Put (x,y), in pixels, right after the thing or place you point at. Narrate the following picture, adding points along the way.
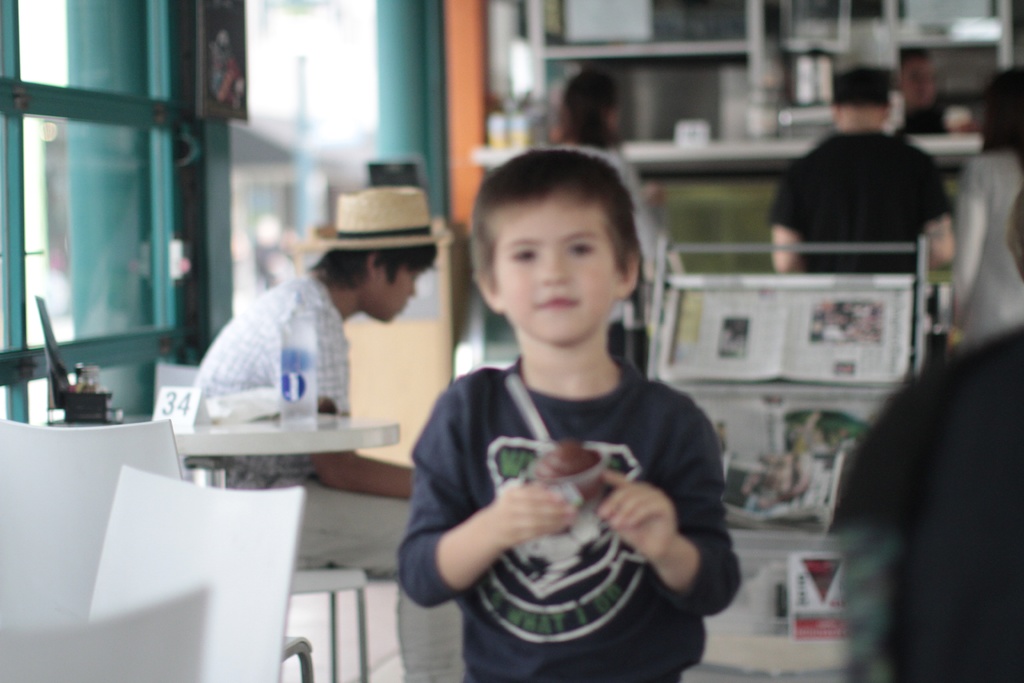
In this image we can see a boy (556,640) who is wearing dark blue color t-shirt (463,466) and holding ice cream (572,474) in his hand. Left side of the image (219,445) table (212,466), chair (159,530) and one person (326,557) is there. Background of the image (773,322) newspaper stand (785,396) and some persons (843,173) are present. Top left of the image (79,129) window (121,229) is there.
